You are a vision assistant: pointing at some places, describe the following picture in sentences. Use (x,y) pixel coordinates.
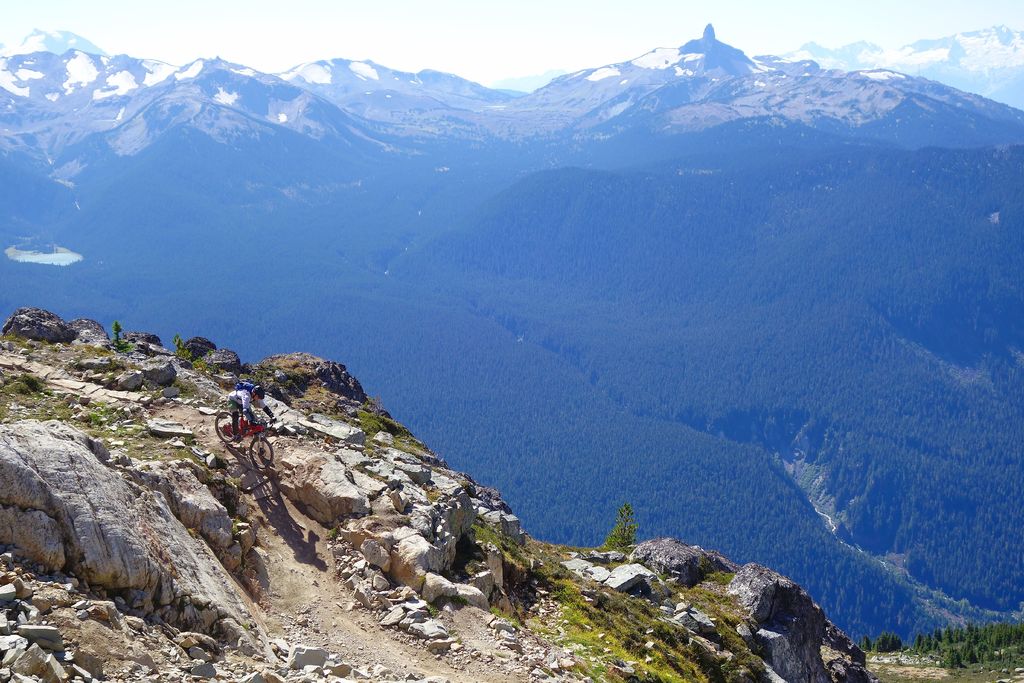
In this image in the front (147,524) there are stones (101,540) and there is a person (245,402) riding a bicycle (240,432). In the background (531,294) there are trees (504,242), mountains (579,125) and on the right side (975,677) there's grass (976,663) on the ground (649,621).
